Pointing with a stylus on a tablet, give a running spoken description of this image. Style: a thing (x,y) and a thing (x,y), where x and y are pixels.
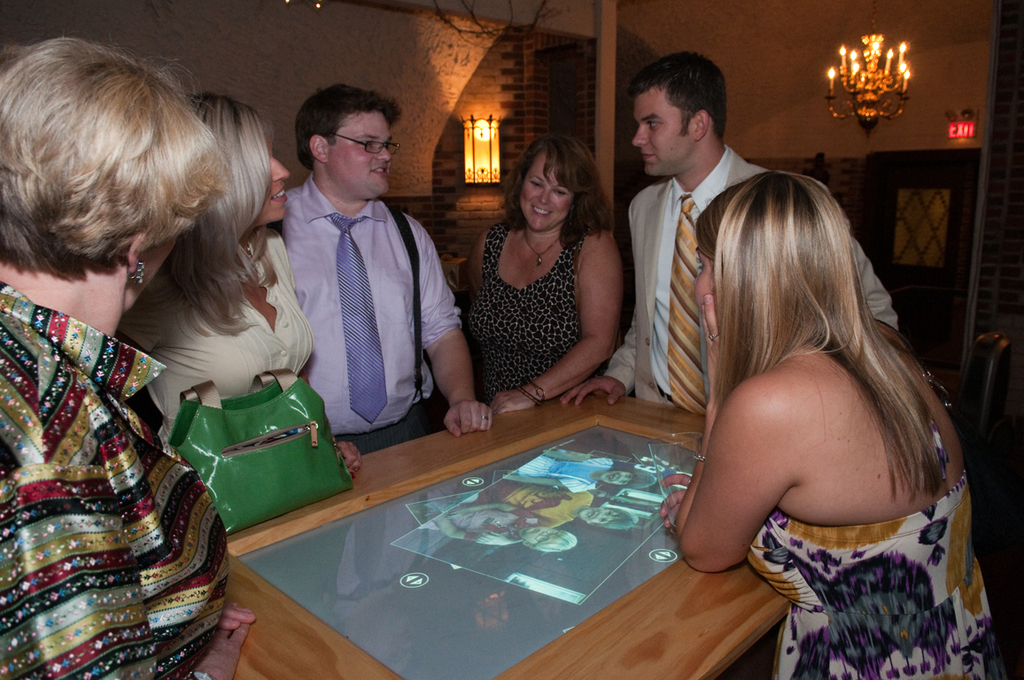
There is a room (712,276) which includes a chair (972,408) on the right side (985,367) and a group of people (588,276) standing around a table (502,537). This group (135,164) consists of four Women (222,135) and two Men (672,129). There is a photograph (536,503) and a purse (299,459) placed on the top of the table (535,567). On the right side (763,373) there is a Woman (829,434) standing and holding a glass (680,470) in her hand (685,491). In the center (533,244) there is a Man (383,205) and a Woman (547,263) standing and smiling. In the background (520,58) there is a brick wall (535,82) to which a lamp (483,154) is mounted and there is a hanging candle stand (870,72) near to the Exit door (915,228).
